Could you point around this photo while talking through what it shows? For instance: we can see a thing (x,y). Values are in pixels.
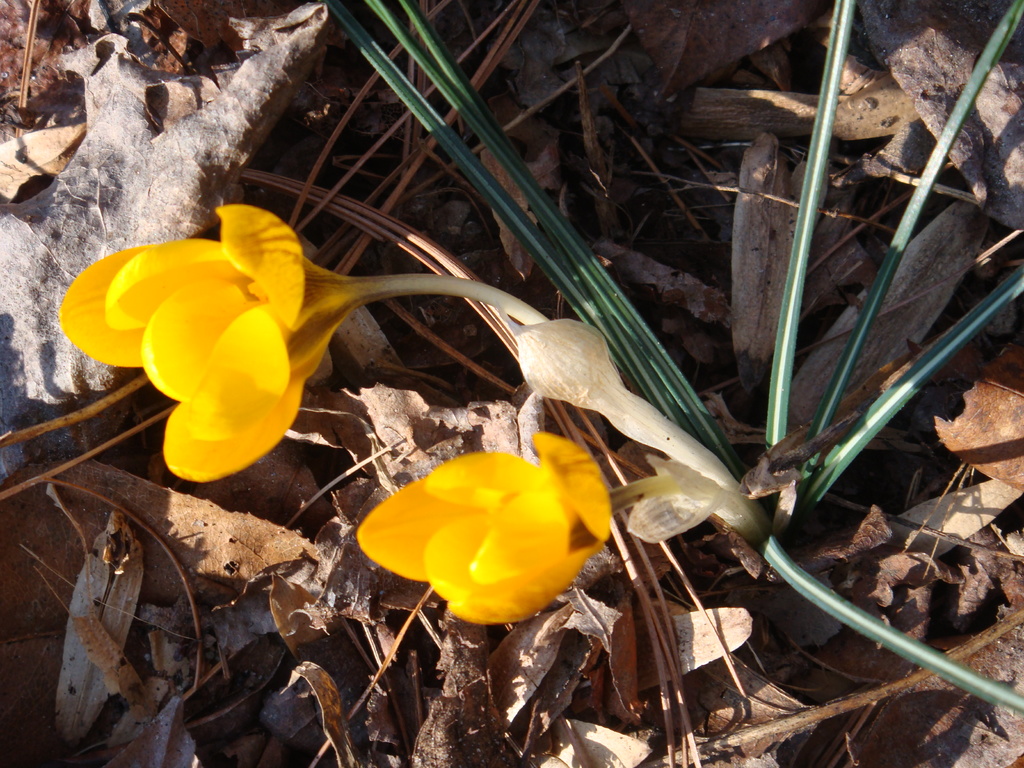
In this image we can see there is a plant (583,321) with flowers (212,409) and there are leaves (600,620) on the ground (579,596).
